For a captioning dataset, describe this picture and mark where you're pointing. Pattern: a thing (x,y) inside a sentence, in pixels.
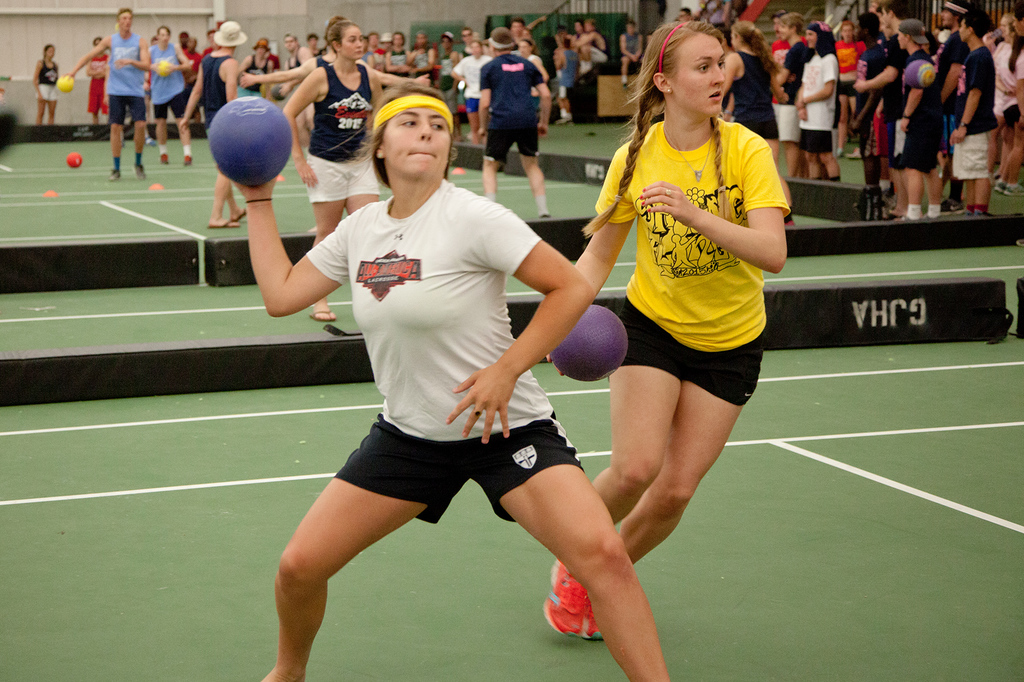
There are groups of people (459,83) standing. Among them few people (129,74) are holding the balls (165,72). I can see the black color objects (121,267), which are placed on the floor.
